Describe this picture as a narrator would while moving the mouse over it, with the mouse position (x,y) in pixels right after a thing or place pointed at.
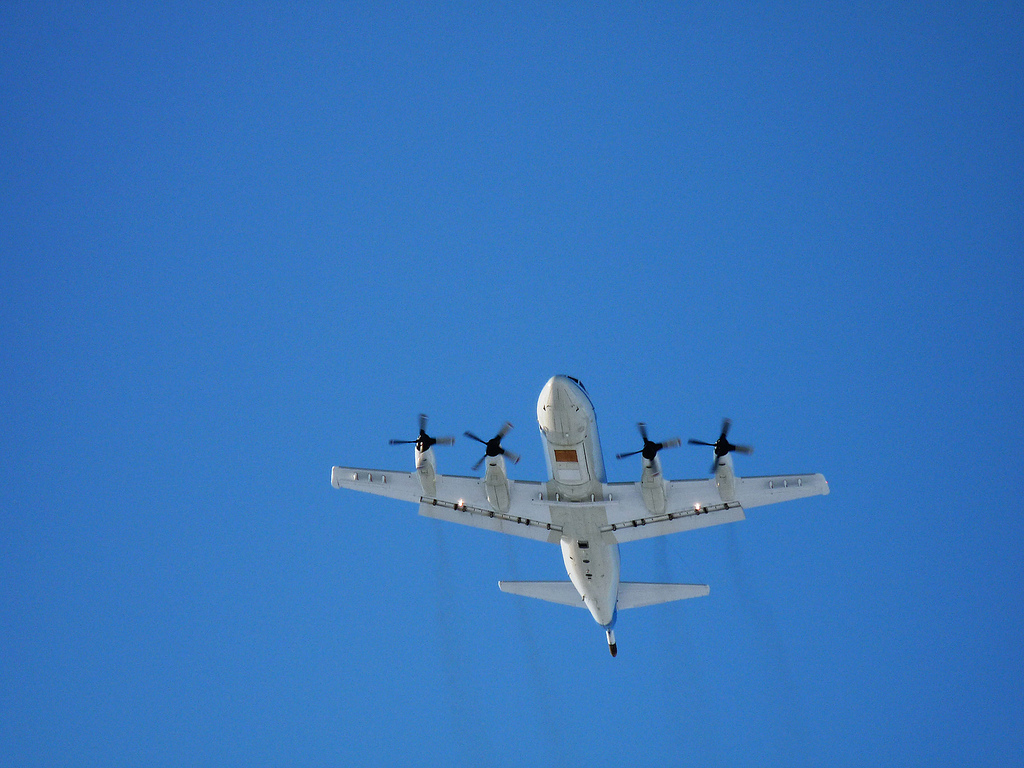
In this picture we can see an airplane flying in the sky (571,349).
